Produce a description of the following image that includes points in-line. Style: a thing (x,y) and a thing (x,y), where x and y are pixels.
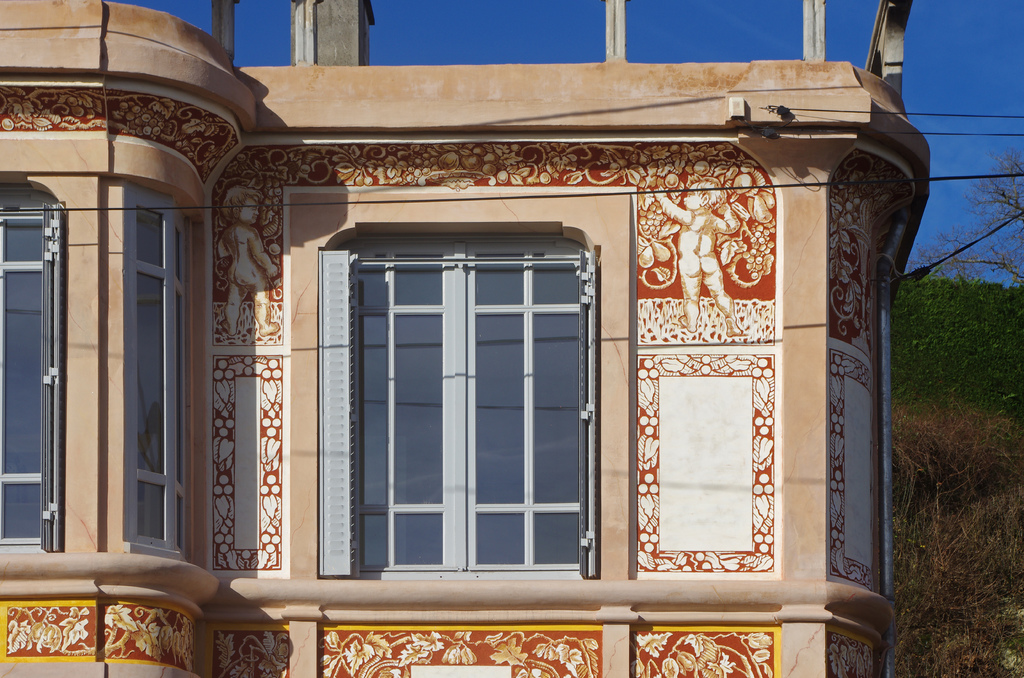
In this image I can see a building (166,313) along with the windows (386,371). On the right side (951,426) there are some trees (959,481). On the top of the image (960,47) I can see the sky (986,62) and some wires (896,180).
